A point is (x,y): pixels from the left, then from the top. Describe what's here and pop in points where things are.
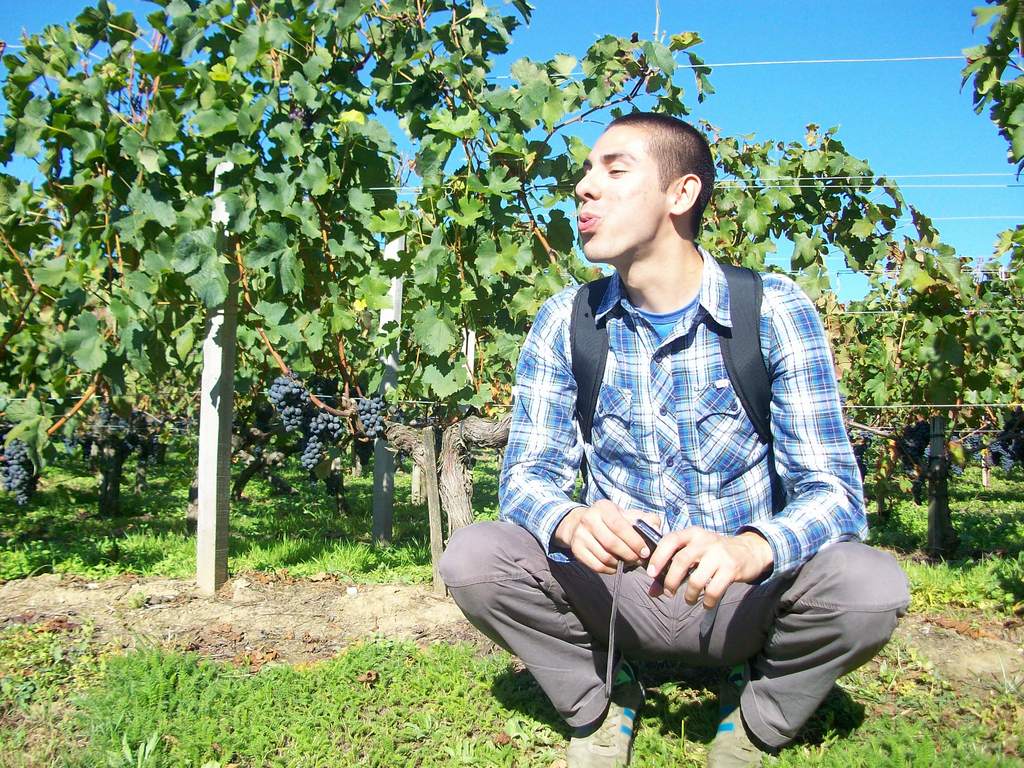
This is the man (620,537) sitting in squat position. I think he is holding an object (651,538) in his hands (622,517). He wore a bag (597,348), shirt (668,460), trouser (791,591) and shoes (728,745). This is the grass (339,721). I can see a bunch of grapes (330,429) hanging to the tree (290,217). This looks like a fence (199,539). I can see the grape trees (943,320).
